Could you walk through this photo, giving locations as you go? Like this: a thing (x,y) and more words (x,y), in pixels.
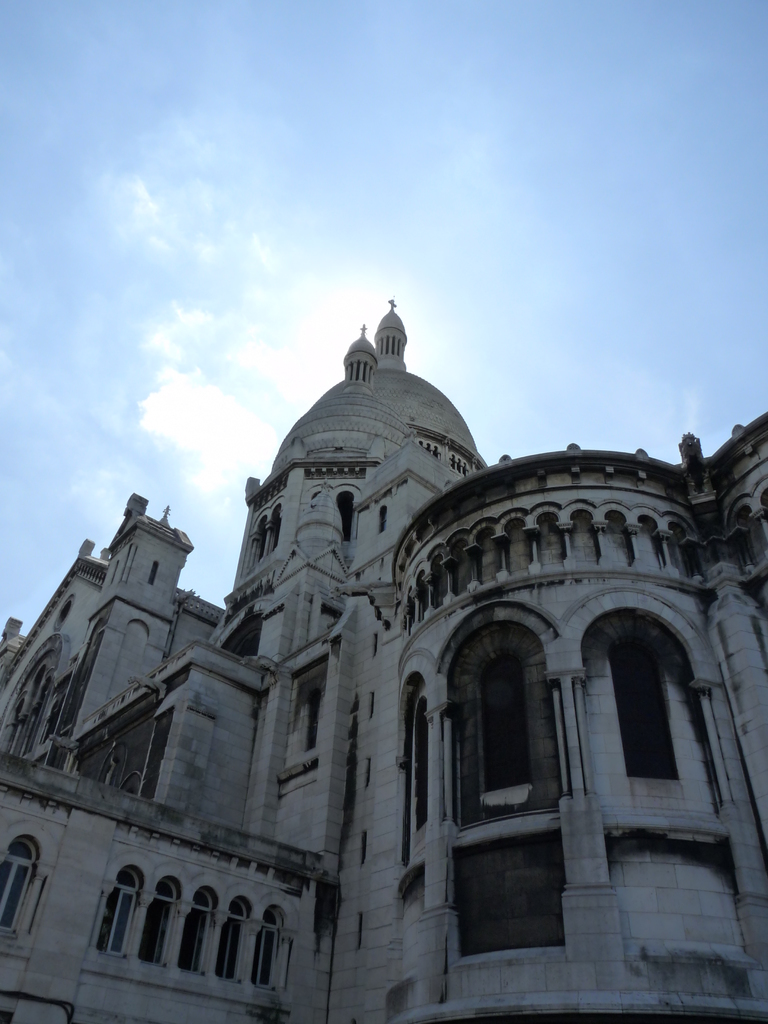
There is a building (422,684) at the bottom of this image (398,780), and there is a sky (350,261) in the background (439,246).
